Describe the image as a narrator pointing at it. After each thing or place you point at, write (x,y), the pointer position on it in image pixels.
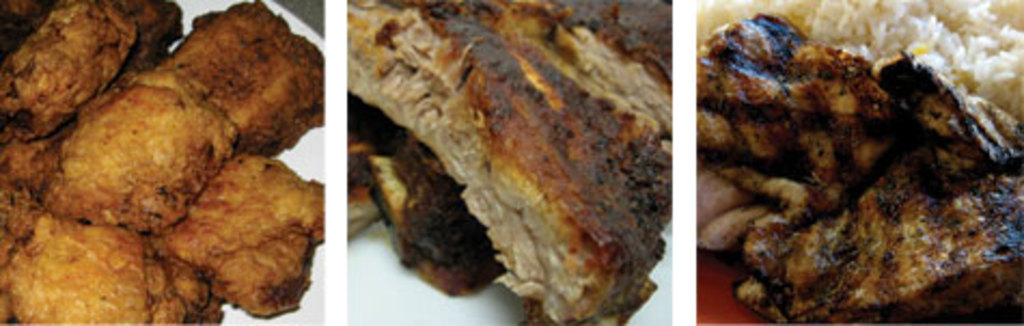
This is collage picture, in these pictures we can see food (522,200).
